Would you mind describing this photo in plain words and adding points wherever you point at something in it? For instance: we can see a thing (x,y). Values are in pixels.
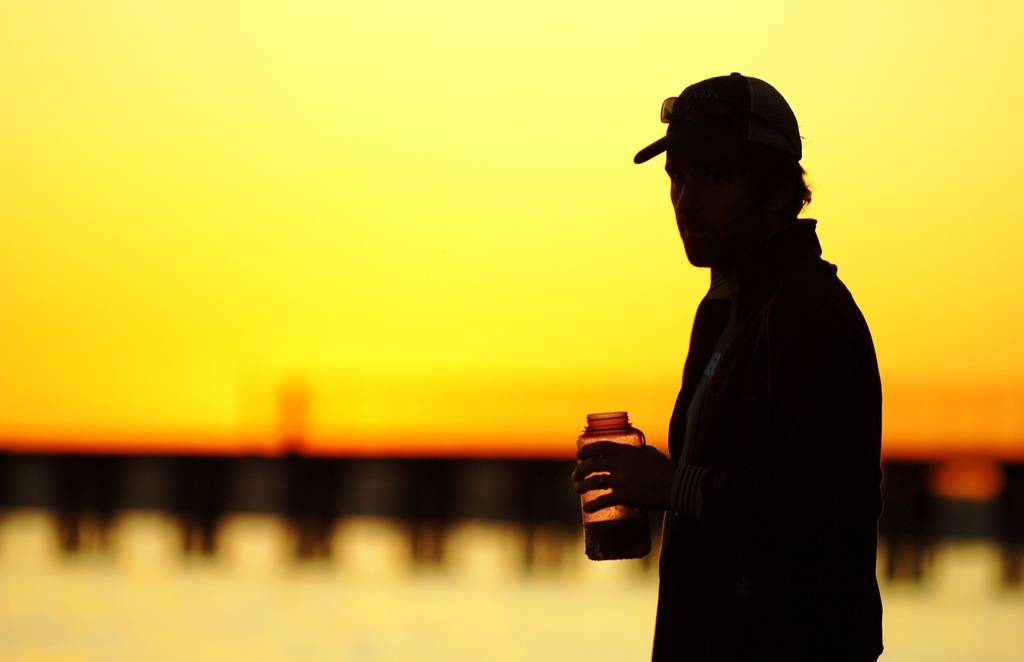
In this image we can see a person (737,378) wearing jacket (798,403), also wearing cap (673,137) and goggles (675,115) holding some bottle (614,547) in his hands (617,502) and in the background (326,279) image is blur.
